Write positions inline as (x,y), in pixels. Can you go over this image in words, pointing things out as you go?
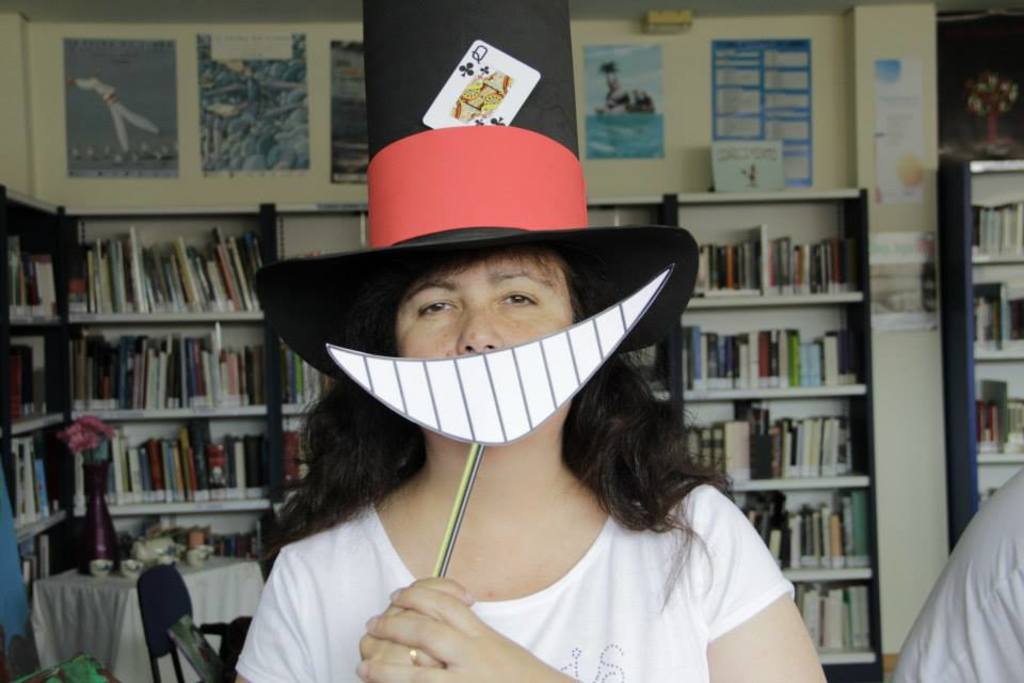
In this image, I can see a person (500,625) holding an object (456,506). Behind the person (347,641), there are books (231,366) in the racks (235,332) and posters (758,132) attached to the wall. At the bottom left side of the image (146,598), I can see a chair (146,598) and a table (138,573) with objects (140,558) on it.
